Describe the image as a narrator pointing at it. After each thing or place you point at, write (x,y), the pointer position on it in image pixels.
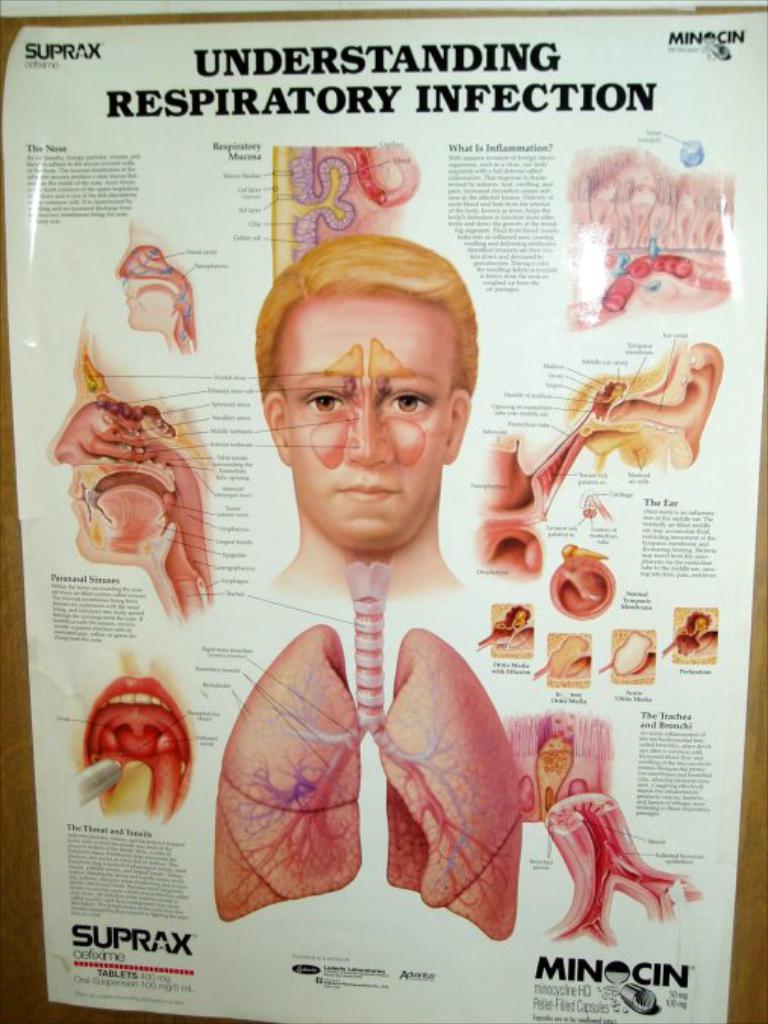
In this image there is a poster (529,491). On the poster (549,833) there are body parts (334,820) of a person (491,714) and there is a text (549,530).
